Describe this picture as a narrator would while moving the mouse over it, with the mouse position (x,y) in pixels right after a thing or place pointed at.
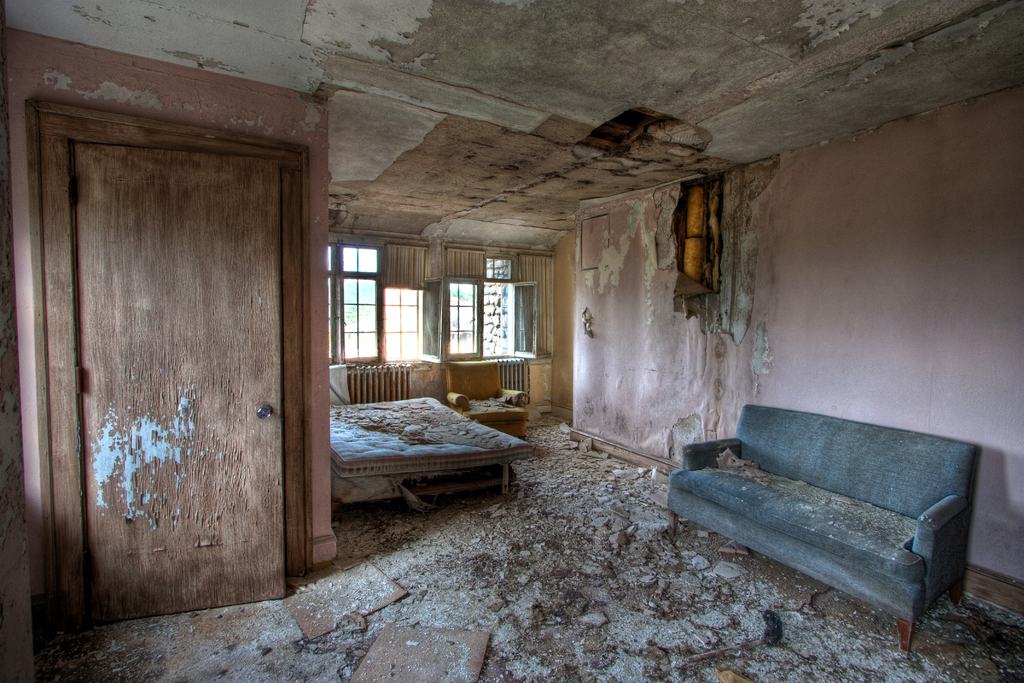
in the picture we can see a room (606,333) which was destroyed here we can also see a door (253,405) a sofa (738,510) and a bed (360,444).
